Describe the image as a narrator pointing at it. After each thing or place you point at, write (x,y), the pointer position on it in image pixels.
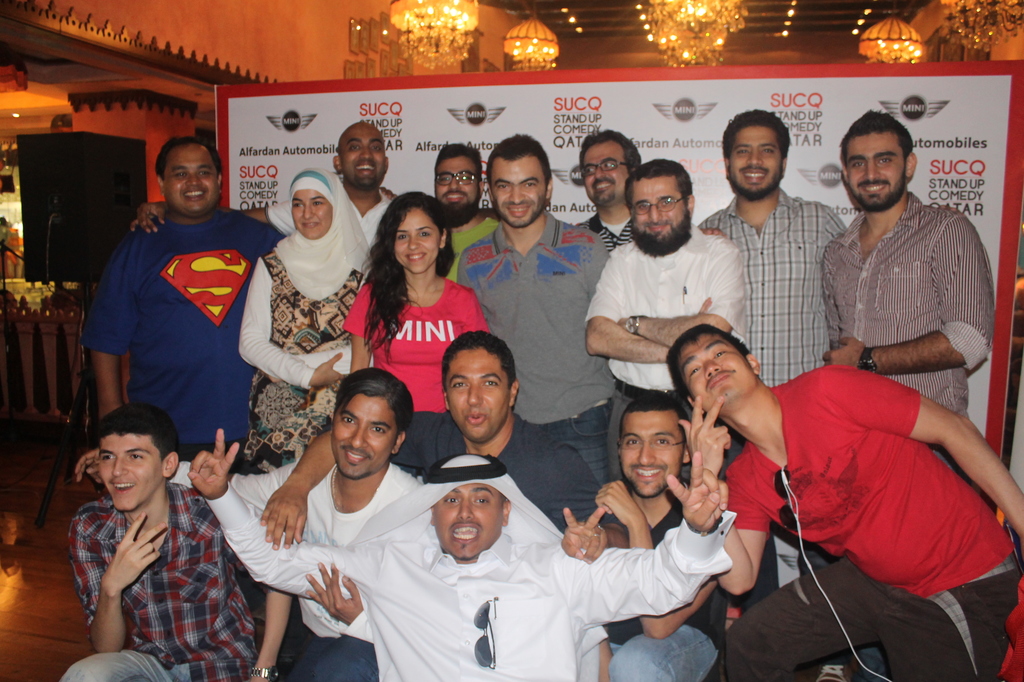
In this image we can see a group of people (647,255) standing on the floor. One person (250,261) is wearing a blue shirt (185,345). One woman (430,353) is wearing pink t shirt (431,387). One person (656,470) is wearing spectacles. In the background (995,75), we can see a wall (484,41) with some text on it and group of chandeliers (522,31), group of photo frames (361,41) on the wall (189,41), a speaker (79,245) on a stand (65,437).
